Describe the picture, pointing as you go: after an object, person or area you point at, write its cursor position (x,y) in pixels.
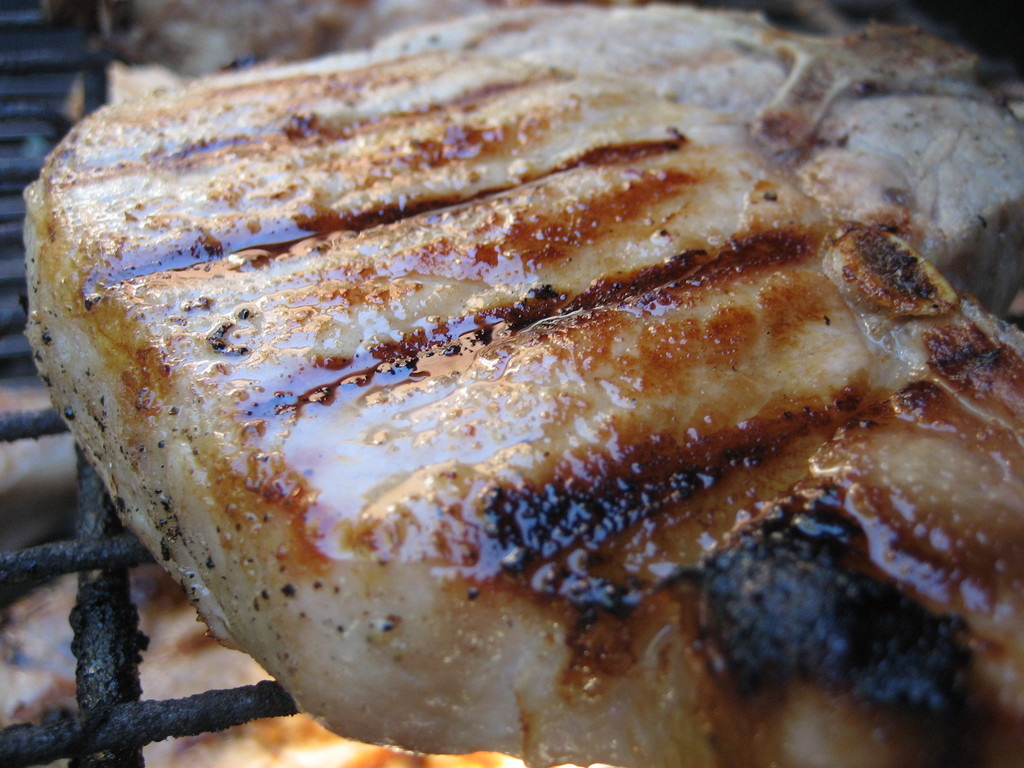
This image consist of food (654,240) which is on the grill (71,558).
